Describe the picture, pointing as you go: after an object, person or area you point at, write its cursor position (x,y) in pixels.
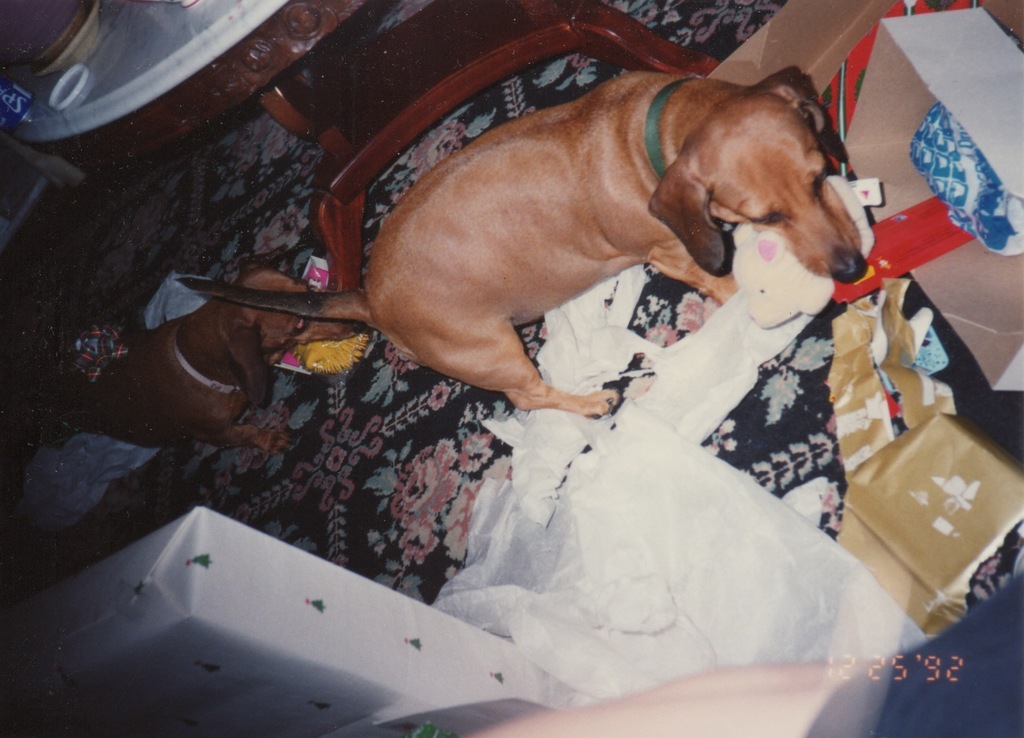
In this picture I can see the animals (540,275) on the surface (430,450). I can see the wooden table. I can see some objects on the table (415,101).
